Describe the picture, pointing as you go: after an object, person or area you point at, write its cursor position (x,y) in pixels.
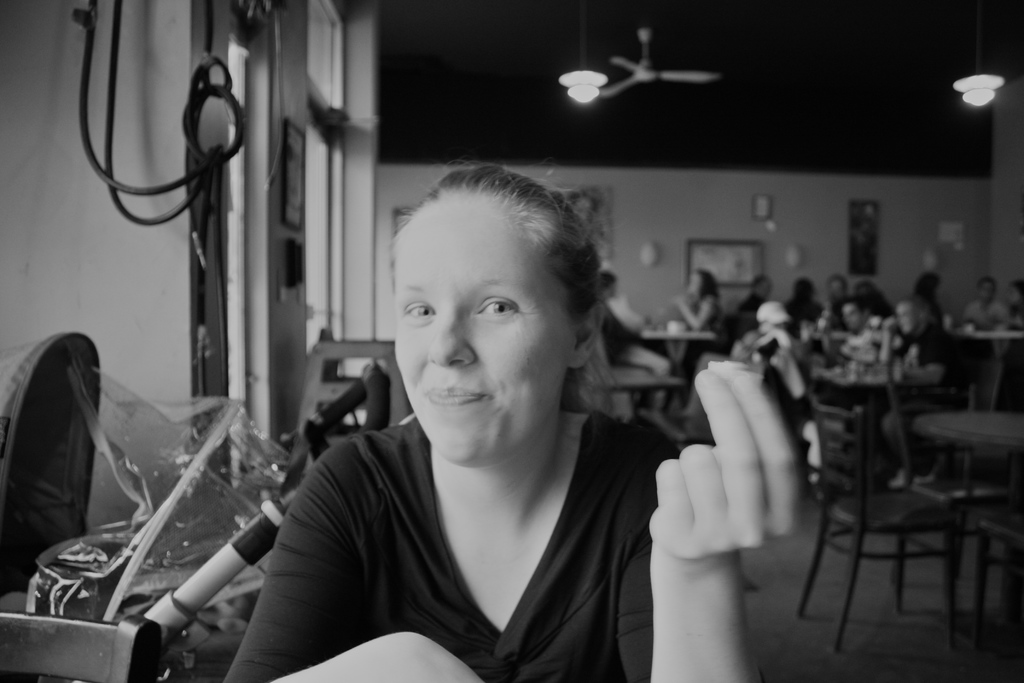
In the picture we can see a woman (459,550) sitting near the table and beside her we can see some things (102,533) are placed near the wall (24,187) and far away from her we can see some tables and chairs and some people (786,354) are sitting and behind them we can see the wall (571,173) and to the ceiling (648,112) we can see two lights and the fan (677,75).
